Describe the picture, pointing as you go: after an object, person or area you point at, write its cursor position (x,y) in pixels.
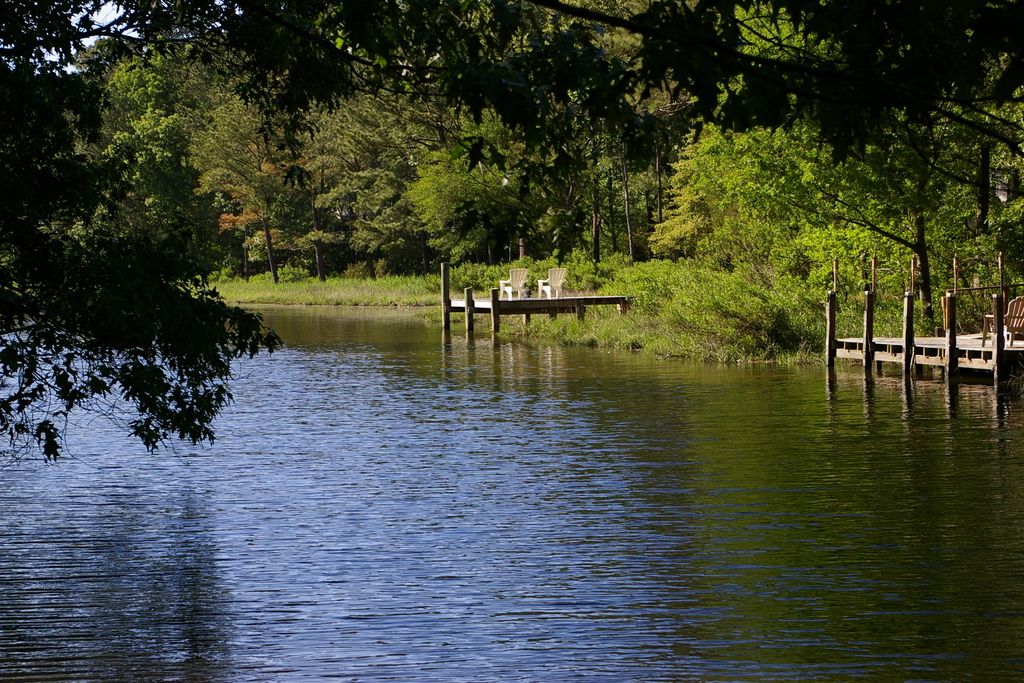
In this image there is the water (470,438). To the left (56,223) there are leaves (87,208) of a tree (64,208). To the right (857,349) there is a dock (904,341) on the water (478,479). Beside it there is another dock (495,299). There are chairs (549,287) on the dock (533,299). Behind it there are trees (487,151) and grass (376,285) on the ground (391,285).
